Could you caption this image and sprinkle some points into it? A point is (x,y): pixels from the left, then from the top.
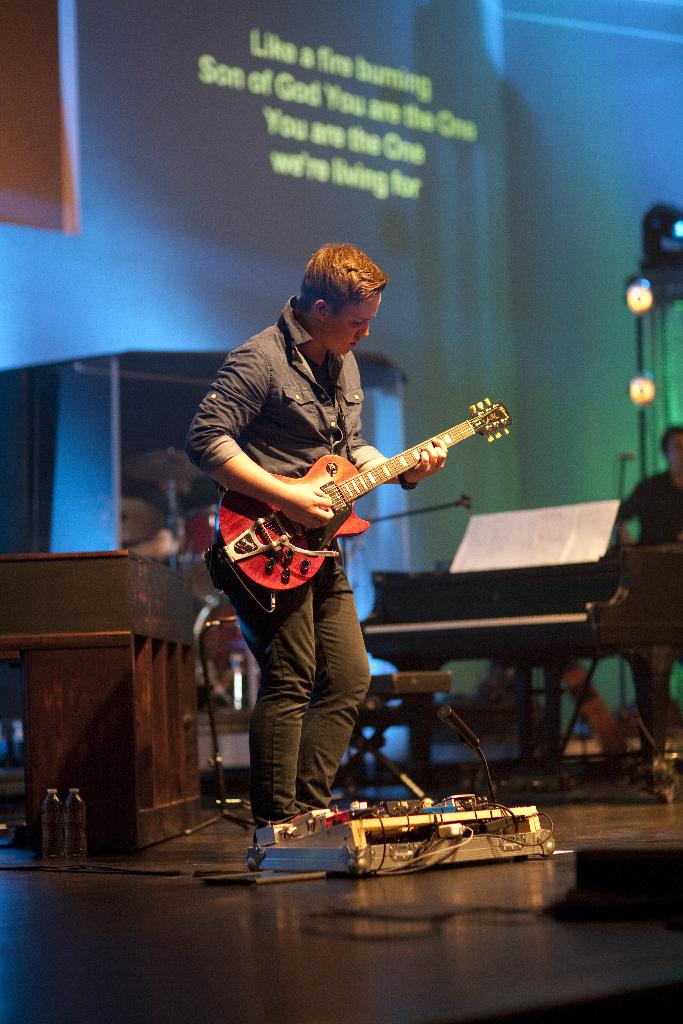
In this image i can see a person (350,385) standing and holding a guitar (335,493). In the background (613,617) i can see a piano (642,601), a screen (421,190), few lights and a person (653,682) standing.
